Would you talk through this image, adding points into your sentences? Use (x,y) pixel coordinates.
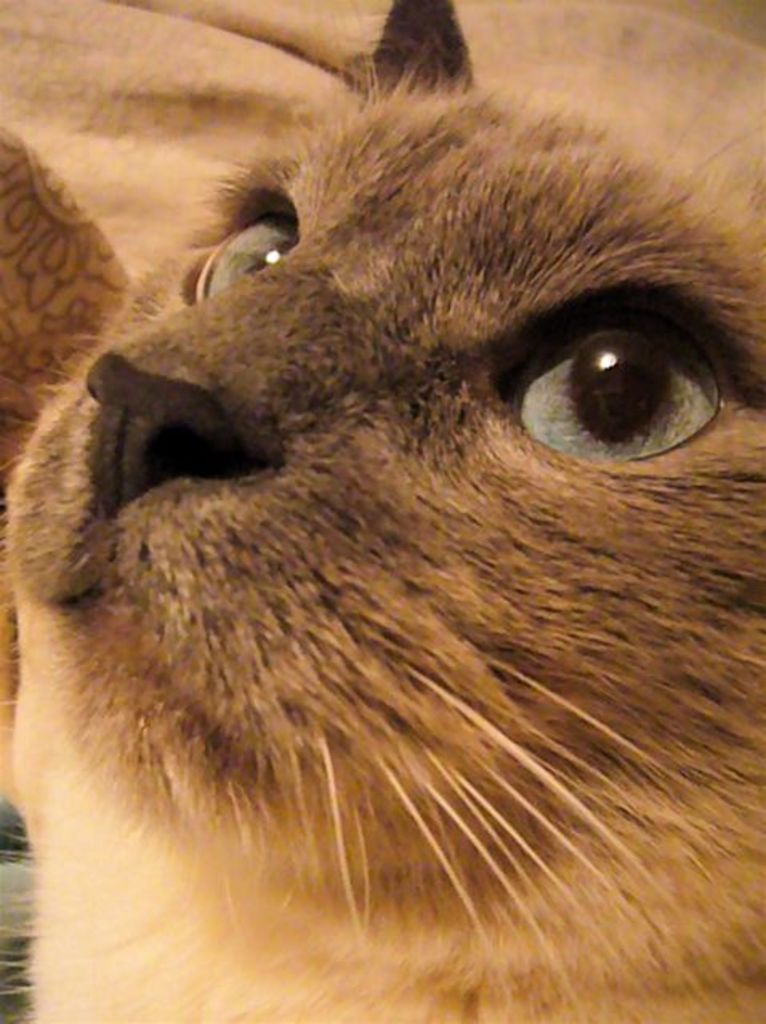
In this image we can see a cat (344,638). In the background (102,150) there is cloth (335,81).
